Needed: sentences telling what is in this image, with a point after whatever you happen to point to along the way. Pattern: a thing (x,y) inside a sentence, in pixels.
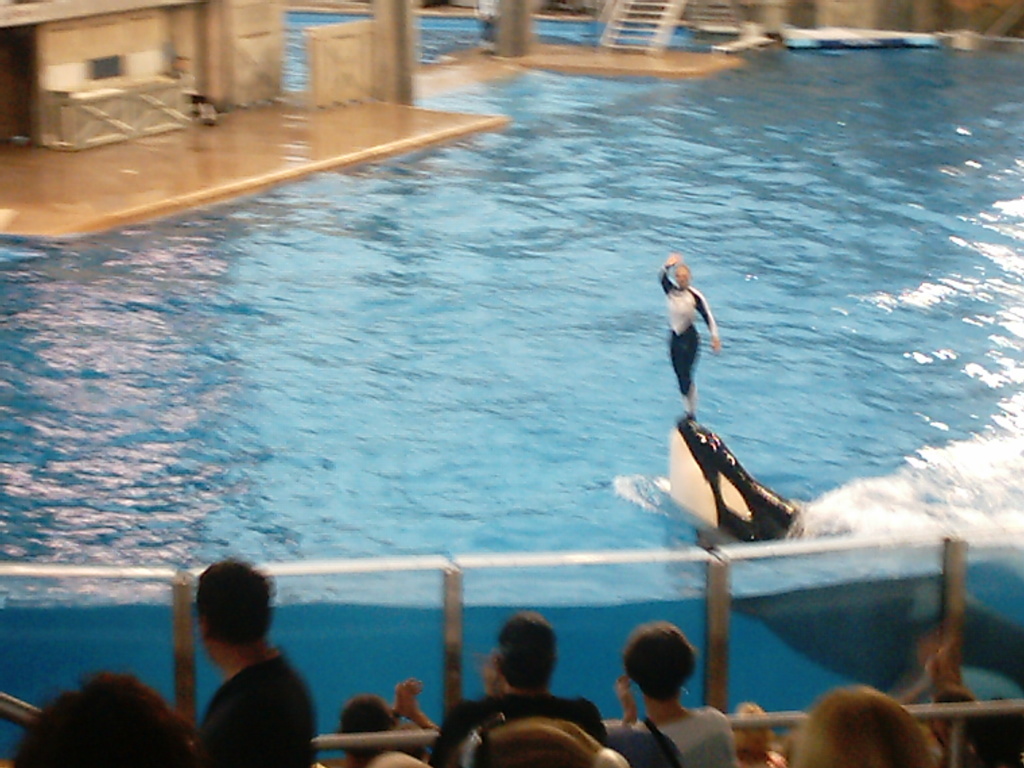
In the image we can see there is a person (677,325) who is standing on the dolphin (696,455) and there is a water (618,359) over here and people (702,757) are watching them.
